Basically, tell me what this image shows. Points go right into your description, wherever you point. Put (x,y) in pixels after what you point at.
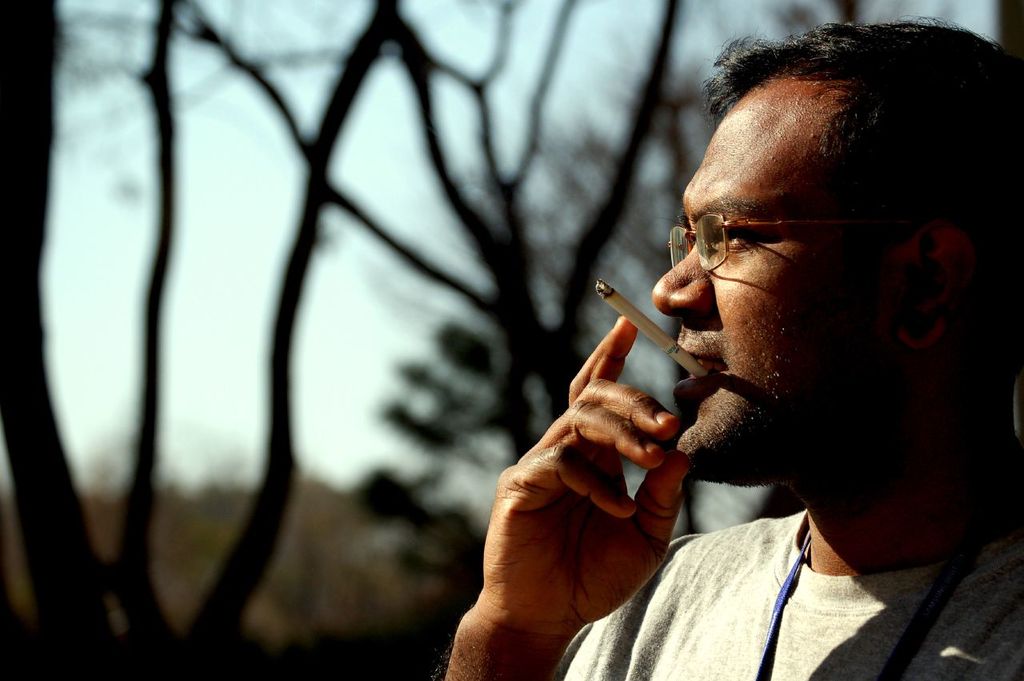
In this image I see a man (779,273) and I see cigarette (701,377) in his mouth (703,374) and I see that it is blurred in the background (515,303) and I see that he is wearing a t-shirt (796,634).
